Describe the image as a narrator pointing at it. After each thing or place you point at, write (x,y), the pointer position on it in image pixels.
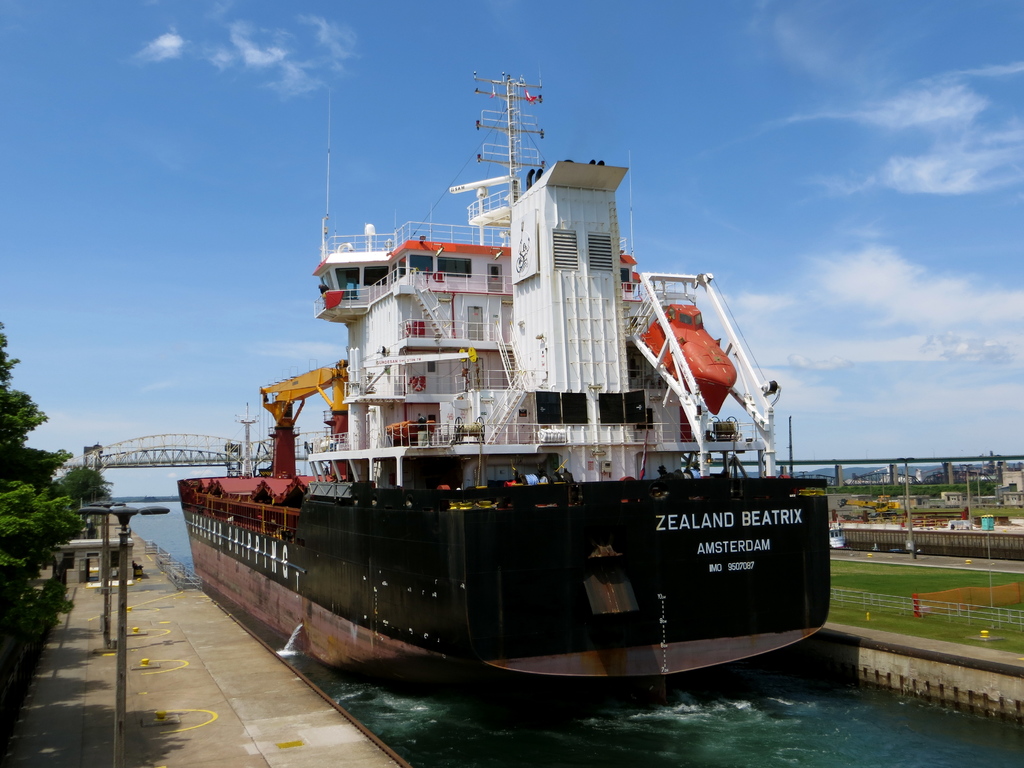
In this image at the center (530,412) there is ship (614,637) in the water (707,716). At the right of the image (941,502) there are buildings (956,492) and at the backside of the ship (347,397) there is a bridge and left of the image (42,497) there are trees (31,524) and at the background (199,157) there is sky (146,239).
